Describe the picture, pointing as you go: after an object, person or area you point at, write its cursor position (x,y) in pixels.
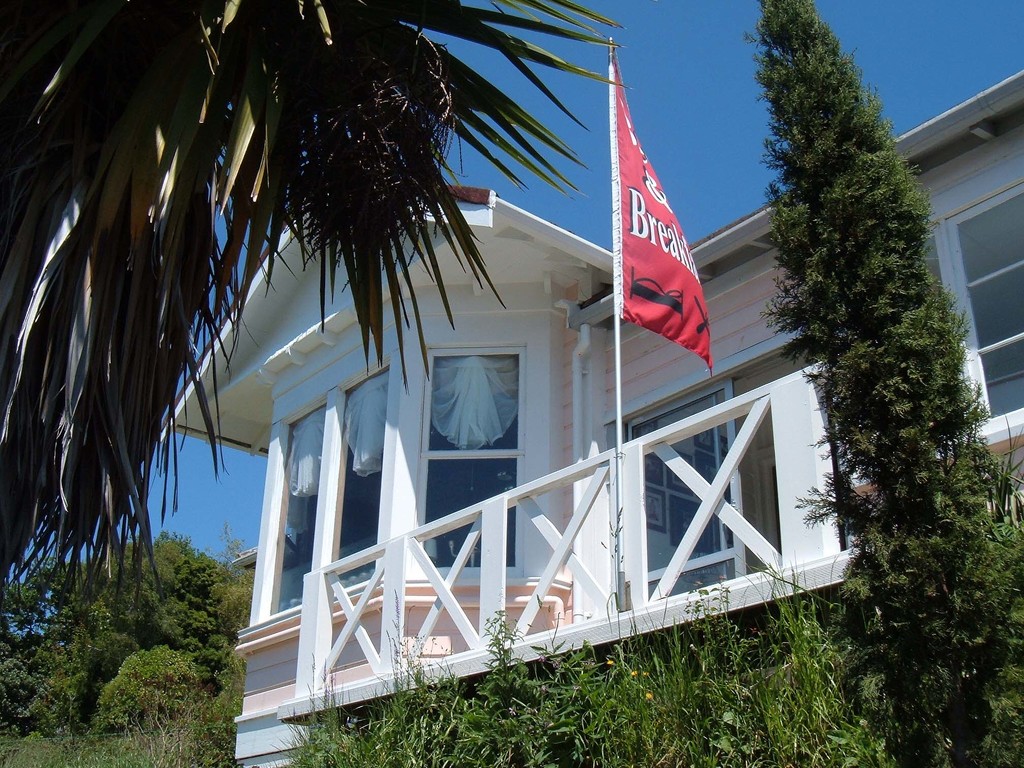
This image is taken outdoors. At the top of the image (671,113) there is the sky (909,44). At the bottom of the image (349,726) there are many plants (167,726) and trees (864,692) with green leaves (878,300). On the left side of the image (127,244) there is a tree (96,248). In the middle of the image (539,442) there is a building (577,494) with walls (558,418), windows (659,416), a door (726,429) and a roof (527,236). There is a flag (653,252) with a text (667,233) on it and there is a railing (365,651).
